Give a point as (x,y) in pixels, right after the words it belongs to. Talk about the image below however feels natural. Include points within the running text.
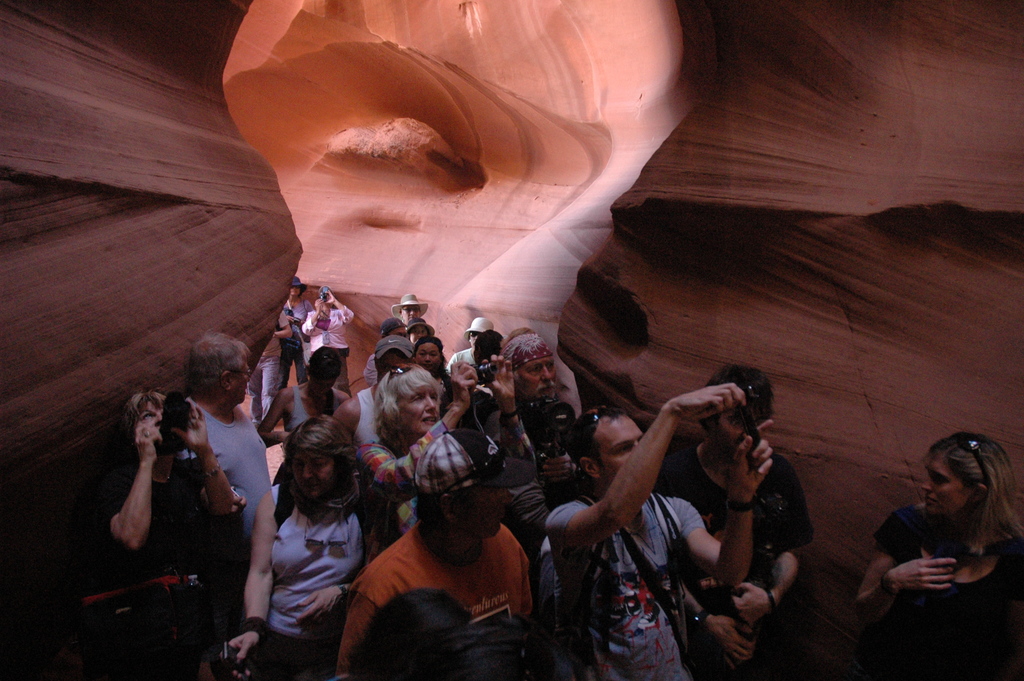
In the image inside the cave (440,333) there are few people (152,454). There are few people (398,365) with hats (481,327) and caps (495,451) on their heads (417,350). And also there are few people (475,352) wearing bags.
